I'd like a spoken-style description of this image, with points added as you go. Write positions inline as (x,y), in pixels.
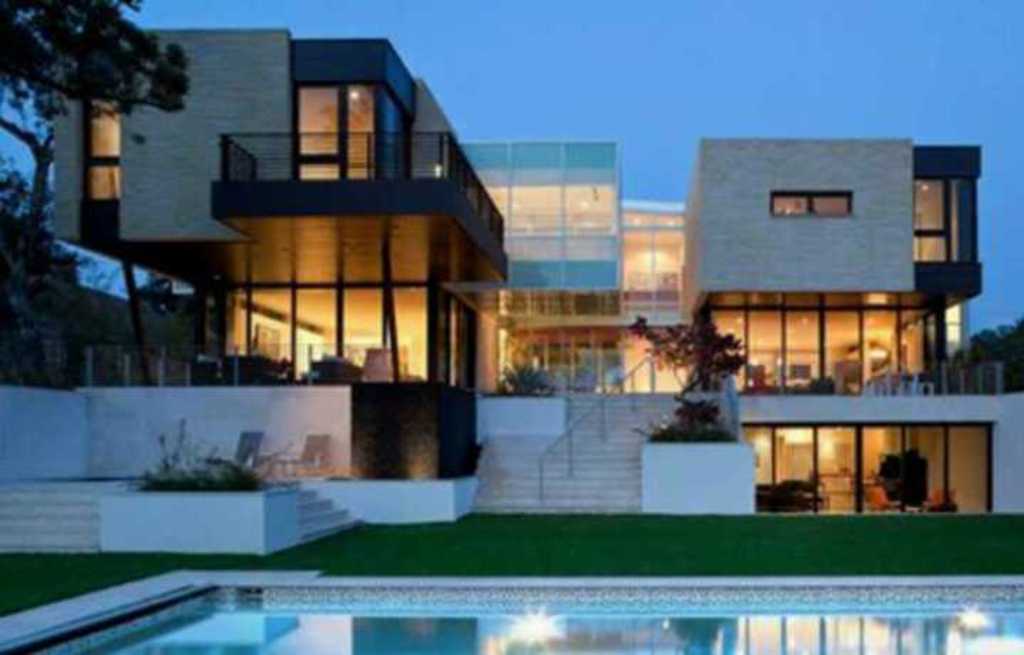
In this image we can see the front view of a building (426,234). Image also consists of trees (667,350), plants (703,409) and also grass (791,520). We can also see a swimming pool (751,628), stairs (86,498). At the top (683,69) sky (722,66) is visible.
